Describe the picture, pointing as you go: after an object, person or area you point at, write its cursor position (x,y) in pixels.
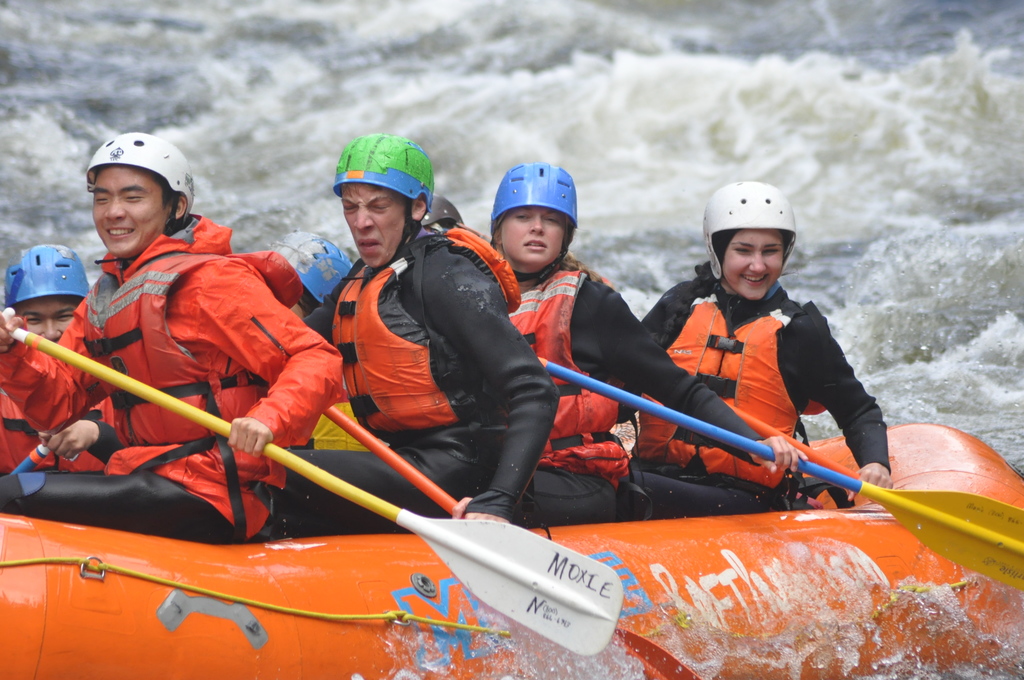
In this image, I can see a group of people (718,417) holding paddles (803,464) and sitting on an inflatable boat (855,567), which is on the water (959,192).
